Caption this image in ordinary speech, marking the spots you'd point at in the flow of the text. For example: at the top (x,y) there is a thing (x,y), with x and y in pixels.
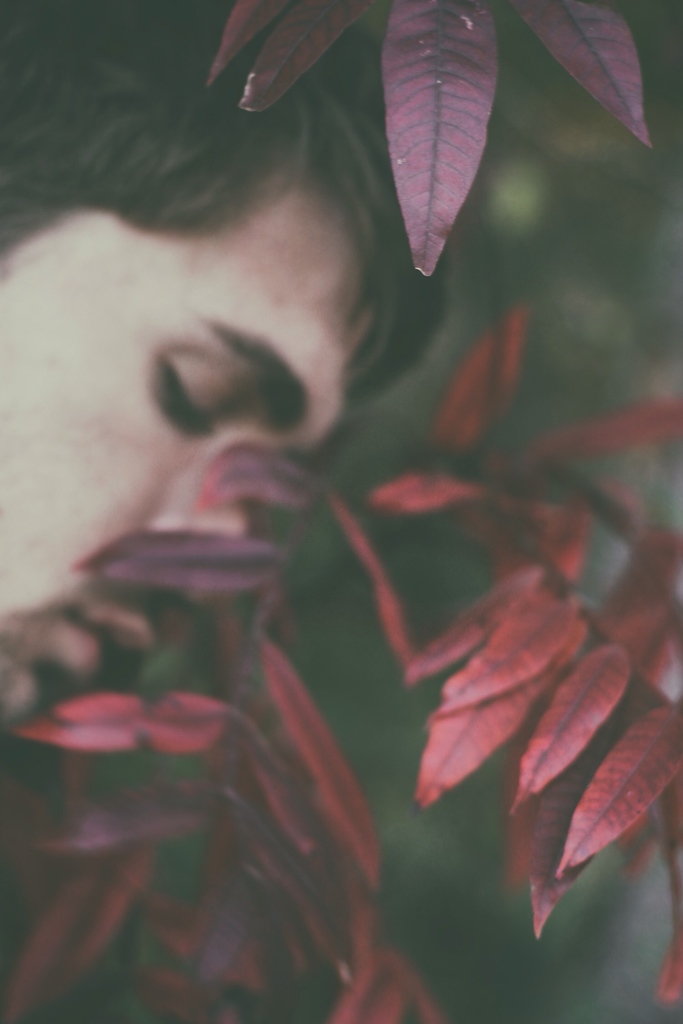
In this image on the left side (189,413) I can see a person (177,499). On the right side (496,667), I can see the leaves (461,704).
